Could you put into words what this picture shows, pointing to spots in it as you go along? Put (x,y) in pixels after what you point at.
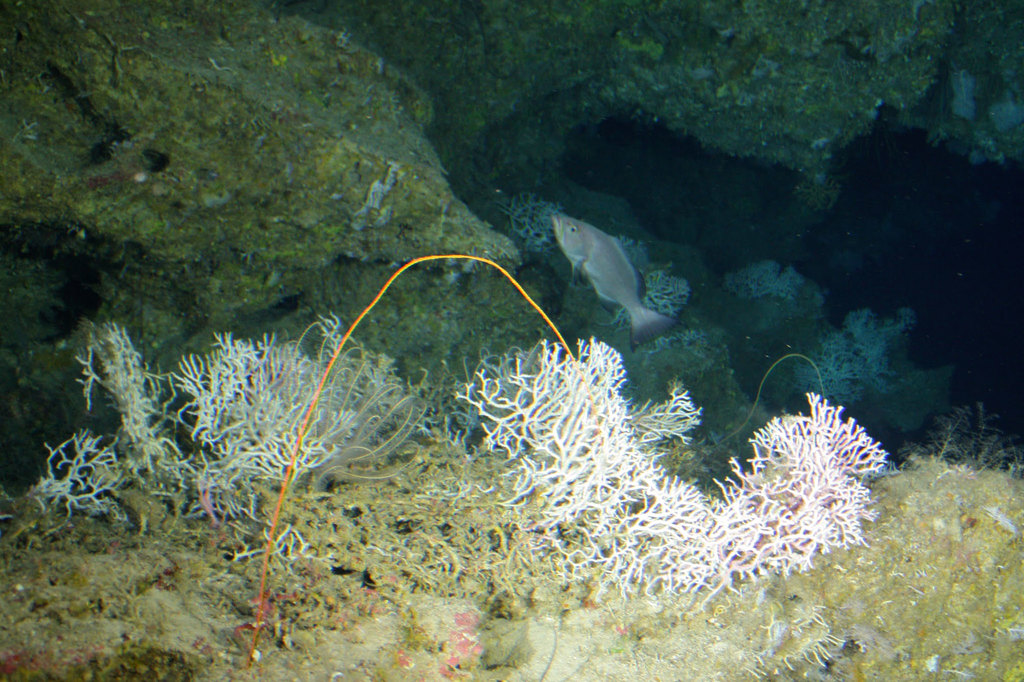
In the center of the image (624,297) we can see a fish (637,304), rocks (253,163) and corals (687,493) in the water (904,435).
